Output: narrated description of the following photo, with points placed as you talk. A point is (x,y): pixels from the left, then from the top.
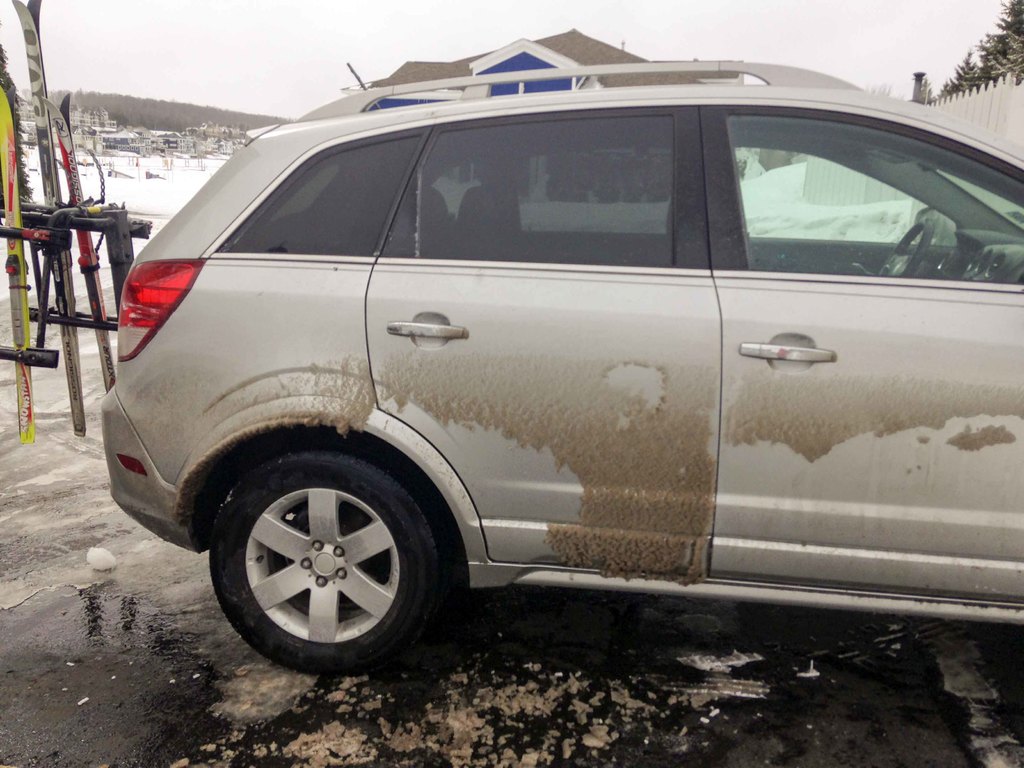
In the center of the image (428,320) there is a car (926,396). On the right (1012,115) there is a fence (975,94) and trees (1016,69). On the left (17,279) there are boards (57,279). In the background (146,123) there is a hill (117,106), snow (187,184) and sky (260,78).
